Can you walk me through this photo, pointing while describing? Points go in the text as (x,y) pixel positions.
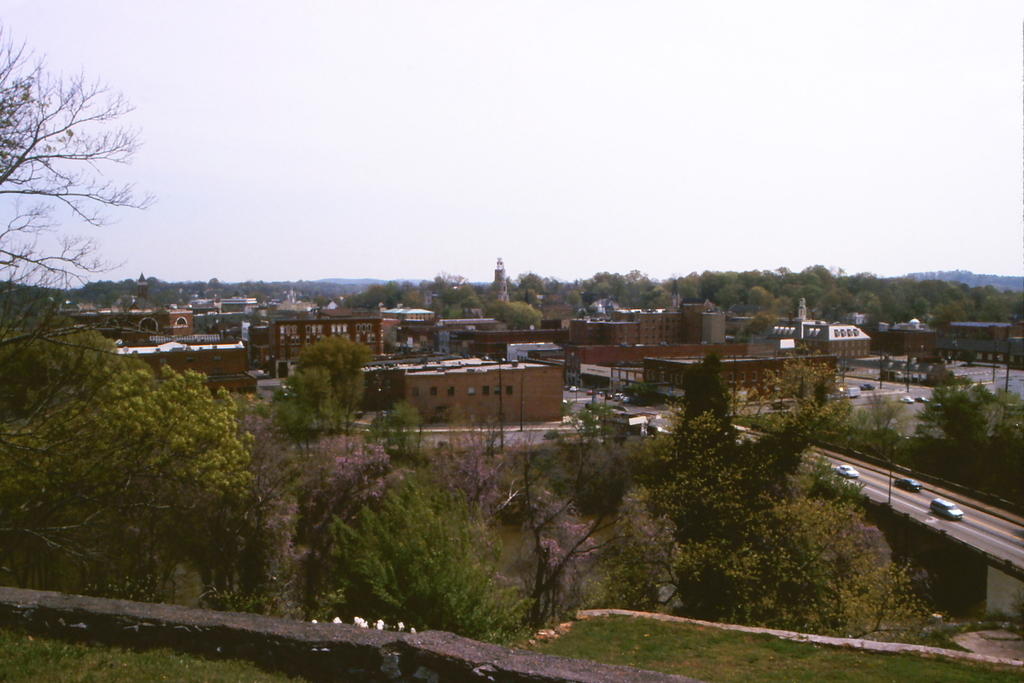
This is a picture of a city (108,301), where there are buildings (679,376), trees (983,456), poles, roads (975,377), vehicles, sky (450,268).
